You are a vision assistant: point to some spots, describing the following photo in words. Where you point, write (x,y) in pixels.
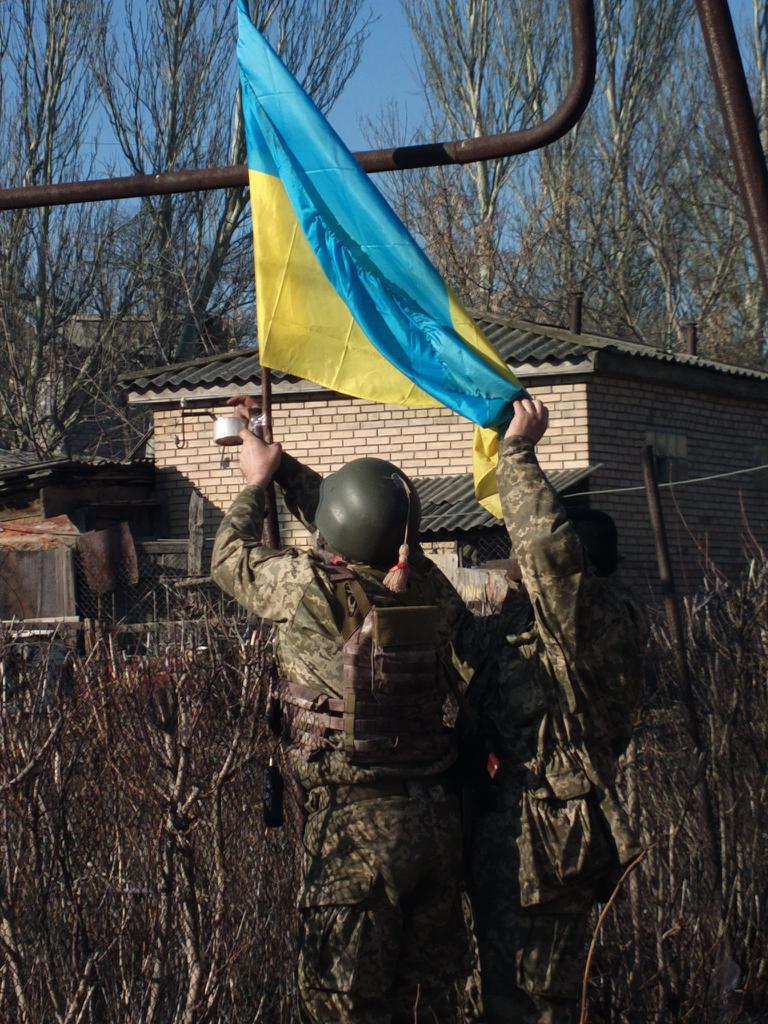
In this picture we can see a helmet (331,542), bag (366,657), trees (738,202), building (682,538), two people (546,553) are holding a flag (394,285) with their hands (522,419) and some objects (762,256) and in the background (395,118) we can see the sky (560,46).
